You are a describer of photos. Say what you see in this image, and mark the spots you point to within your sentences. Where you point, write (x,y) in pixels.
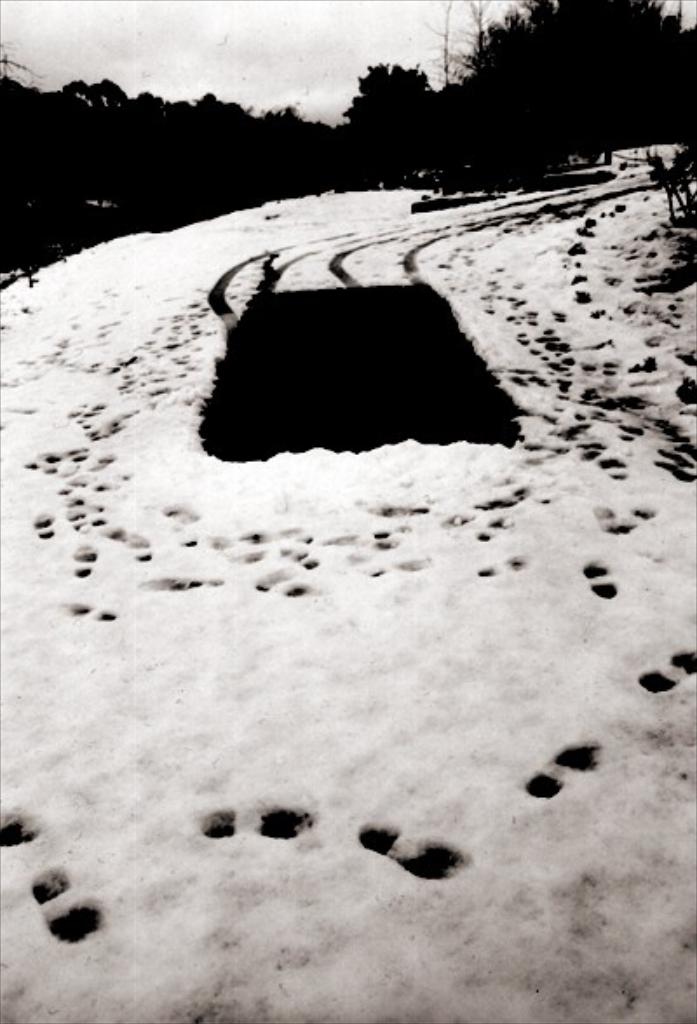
In this image in the front (389,651) there is snow (410,660). In the background (180,143) there are trees (457,98) and in the center (320,345) there is an object (335,352) which is black in colour.
